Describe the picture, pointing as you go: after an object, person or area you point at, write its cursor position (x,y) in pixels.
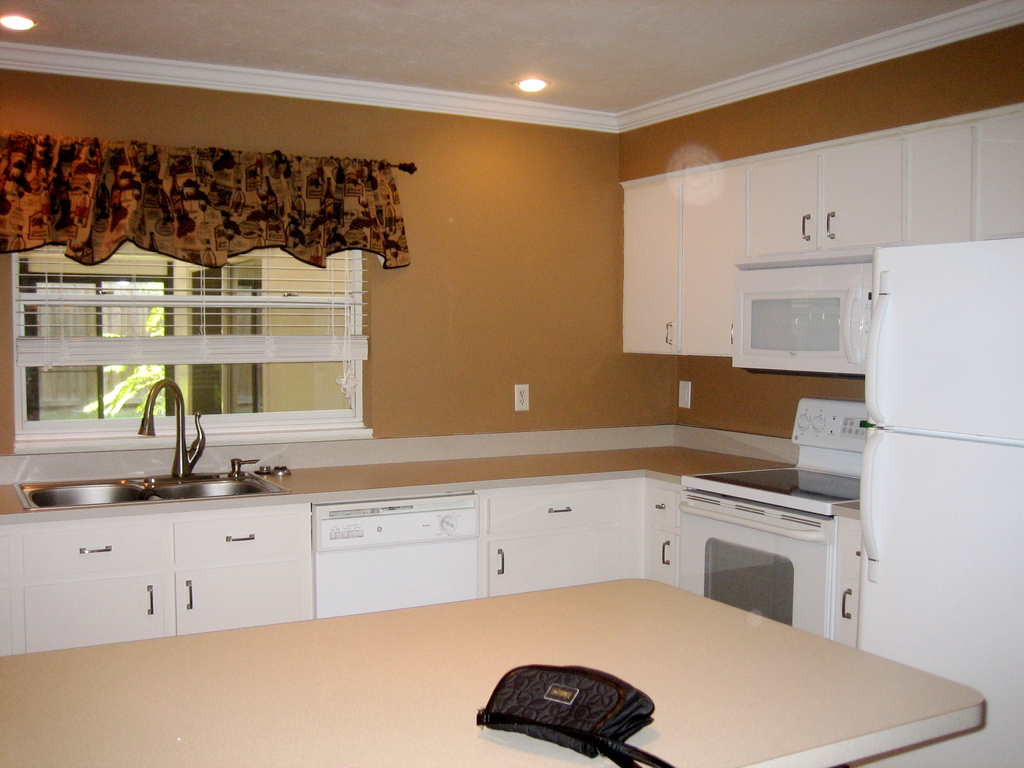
This is a picture of a kitchen (221,247) where, there is a window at the left side of the image (118,321) and there is a refrigerator (995,579) at the right side of the image (955,621) and there are cupboards (643,197) around the area of the image and there is a table (412,736) at the left side of the image (228,703).
